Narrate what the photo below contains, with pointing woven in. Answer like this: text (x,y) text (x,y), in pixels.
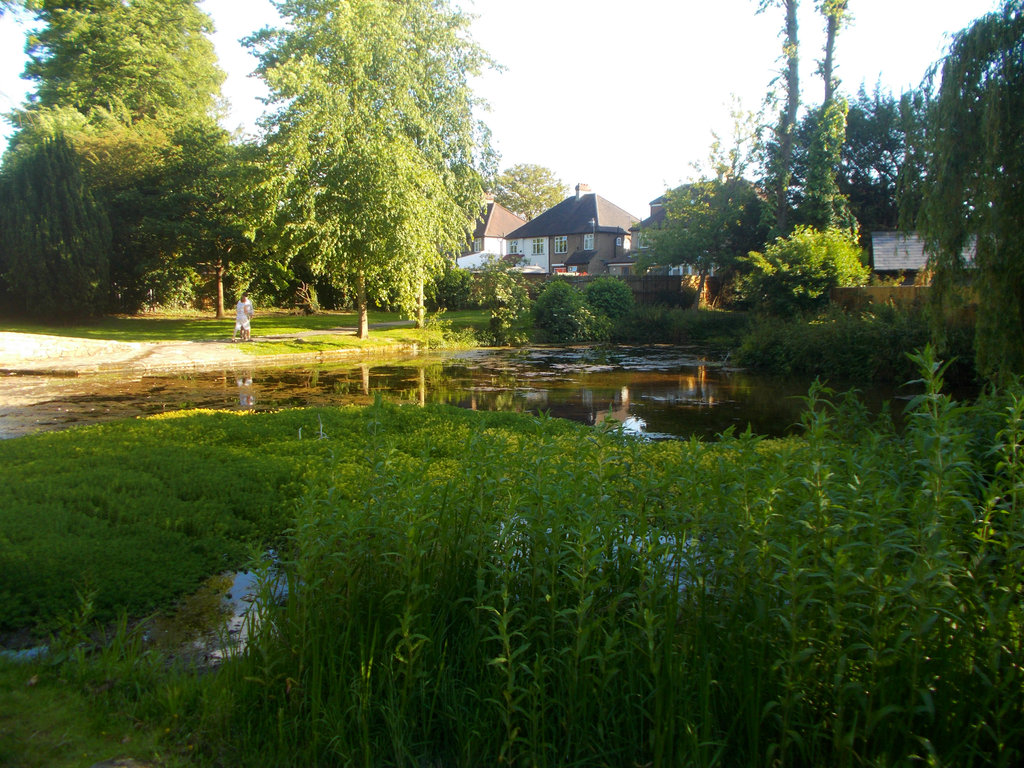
In this picture we can see grass (306,543) at the bottom (146,528), there is water (708,396) here, in the background (851,348) there are some trees (701,197), there is a house (580,222) here, there is the sky (590,95) at the top of the picture (590,95).
